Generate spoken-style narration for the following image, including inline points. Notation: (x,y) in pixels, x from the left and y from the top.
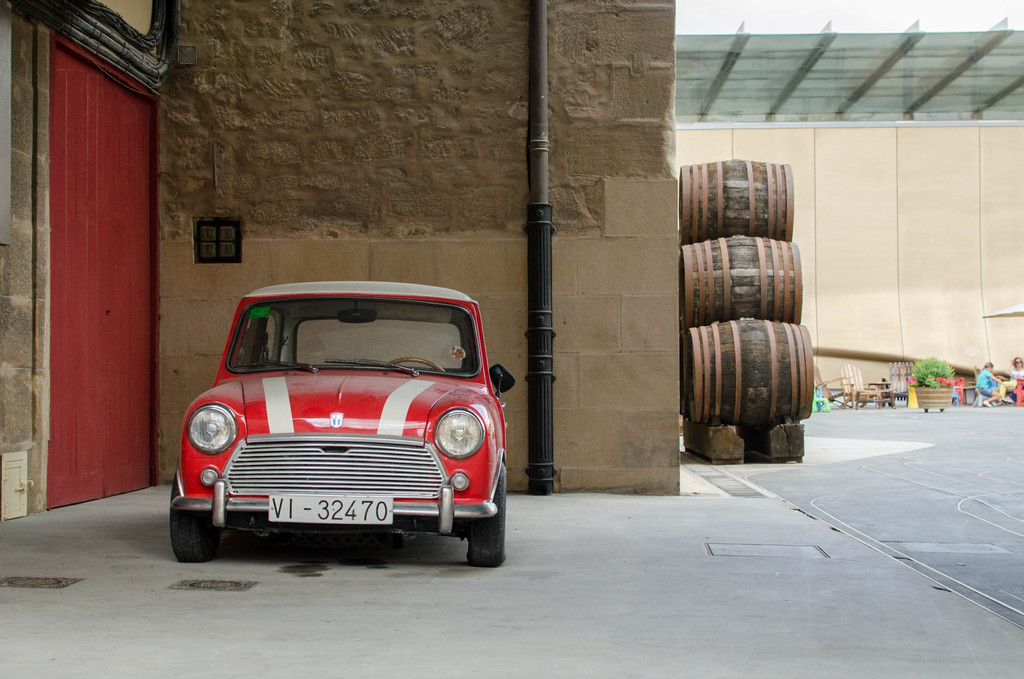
In the center of the image (446,392), we can see a vehicle (360,448) on the road (441,590) and in the background (433,168), there is a wall (398,135) and we can see some drums (749,301), chairs (958,381) and some people (985,367) and a flower pot (931,376). At the top (769,83), there is a roof (785,82).
